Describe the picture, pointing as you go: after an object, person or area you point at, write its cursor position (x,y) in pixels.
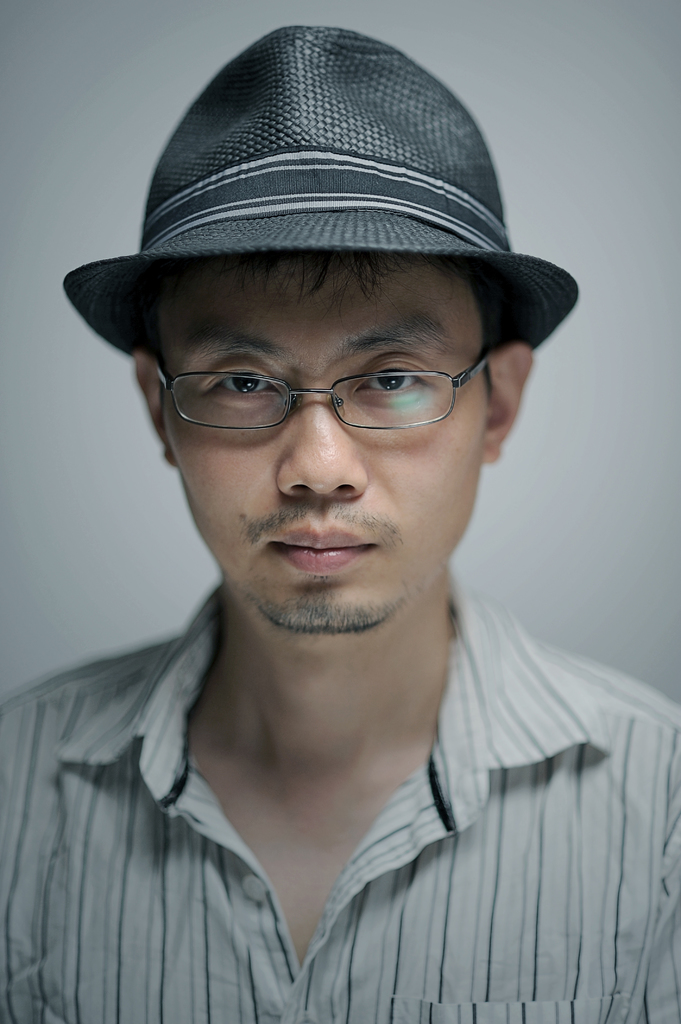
In the picture we can see a man (319,697) wearing a white shirt (377,903) with black lines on it and he is also wearing a hat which is black in color and in the background (589,389) we can see a wall (652,440) which is white in color.
